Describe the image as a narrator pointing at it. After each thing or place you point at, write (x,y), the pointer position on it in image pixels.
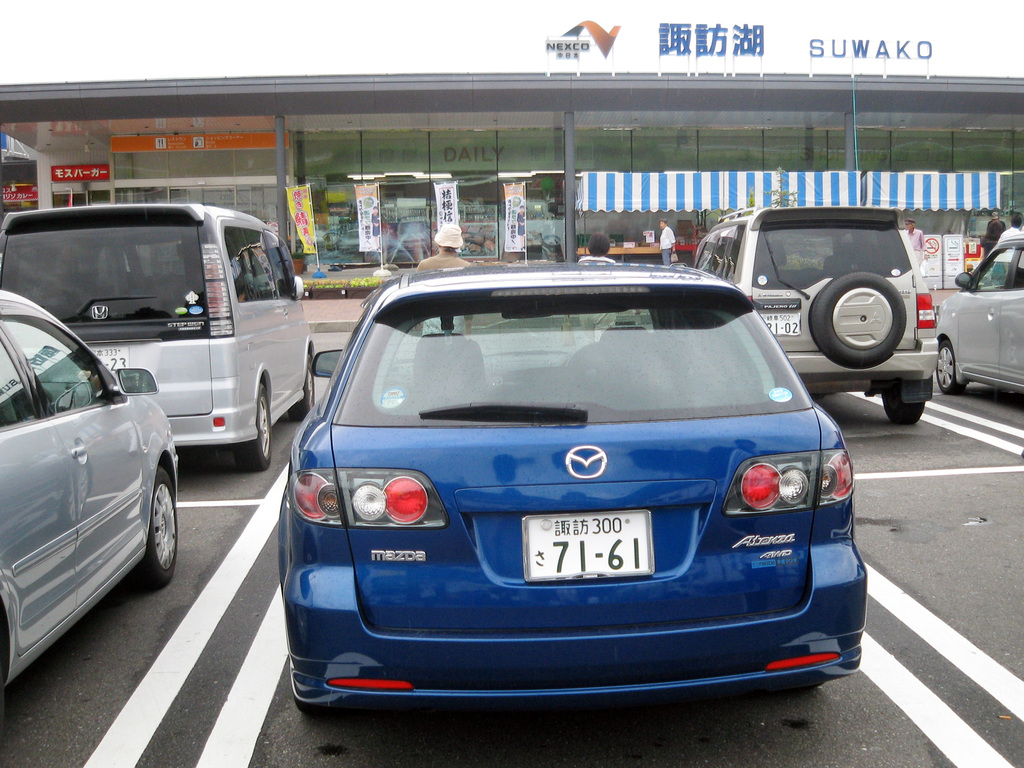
In this picture I can see there are few vehicles (428,306) parked and there is a building (533,165) in the backdrop (762,84), with a name board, poles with flags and the sky (368,18) is clear.
